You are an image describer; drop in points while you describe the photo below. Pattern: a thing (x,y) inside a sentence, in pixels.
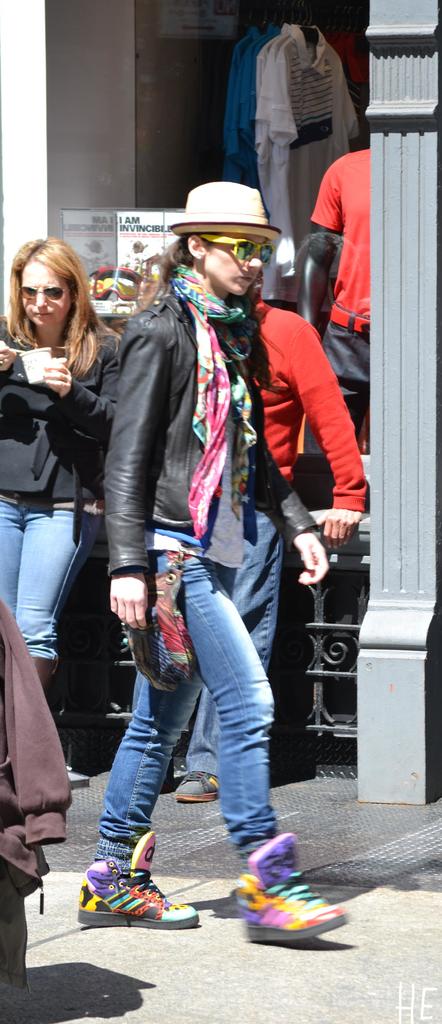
In this image, we can see three people (283,358). Few are standing and walking on the walkway (214,825). Here a woman (55,437) is holding some objects (37,364). Background (323,128) we can see store (137,126), clothes (343,188), banners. Here there is a pillars (404,638) and railing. Right side (420,1016) bottom corner, we can see a watermark (422,1007).
